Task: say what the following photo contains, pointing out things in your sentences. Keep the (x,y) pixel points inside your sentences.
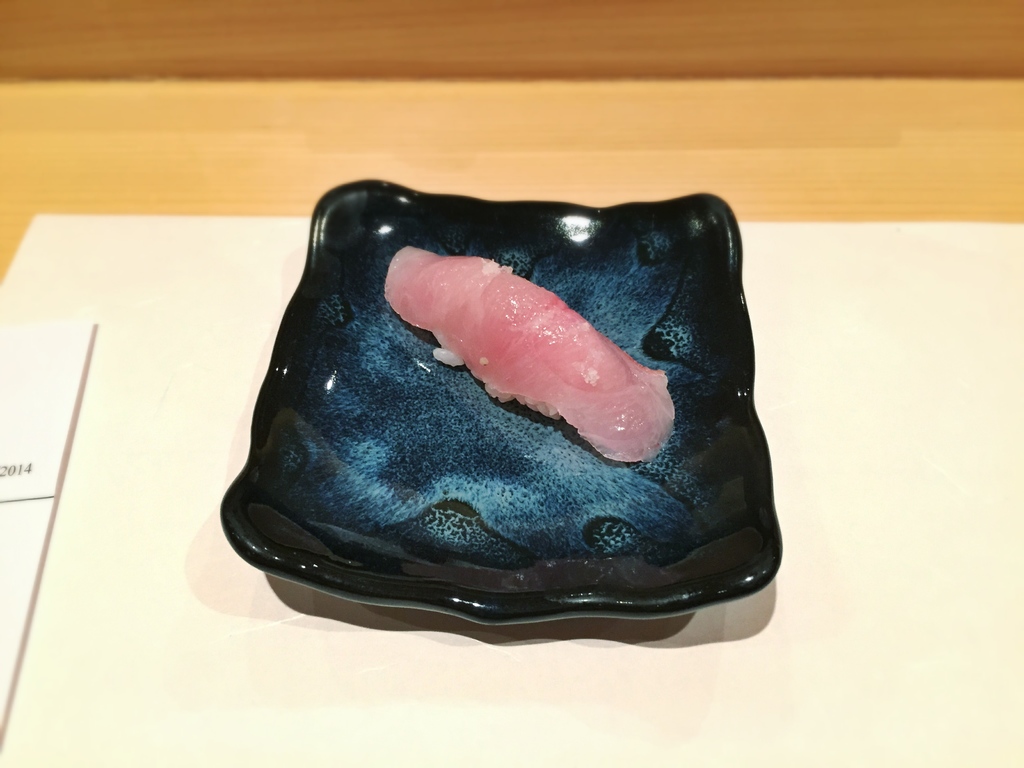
In this picture, we see a meat (531,362) on the black color plate (418,447). This plate (388,478) is placed on the white tray (233,602) which is placed on the table (722,137). We even see the paper (52,379) is placed on that table (122,212).
